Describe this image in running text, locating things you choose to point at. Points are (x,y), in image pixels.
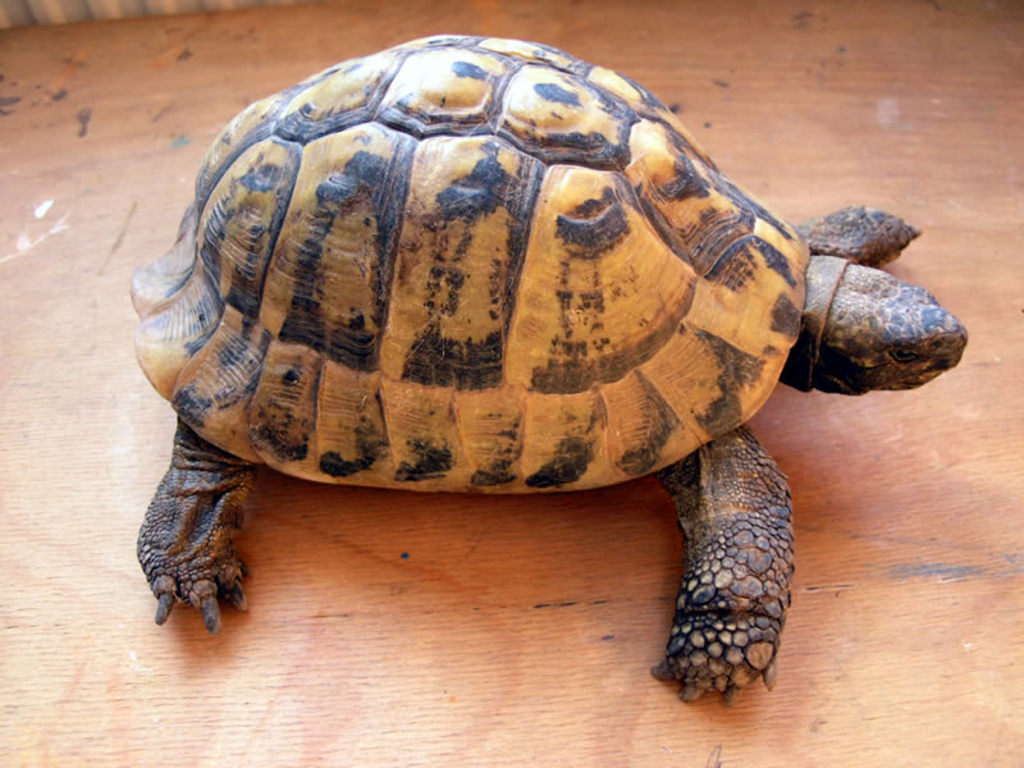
In the picture we can see a wooden plank (865,679) on it we can see a tortoise (709,677).
